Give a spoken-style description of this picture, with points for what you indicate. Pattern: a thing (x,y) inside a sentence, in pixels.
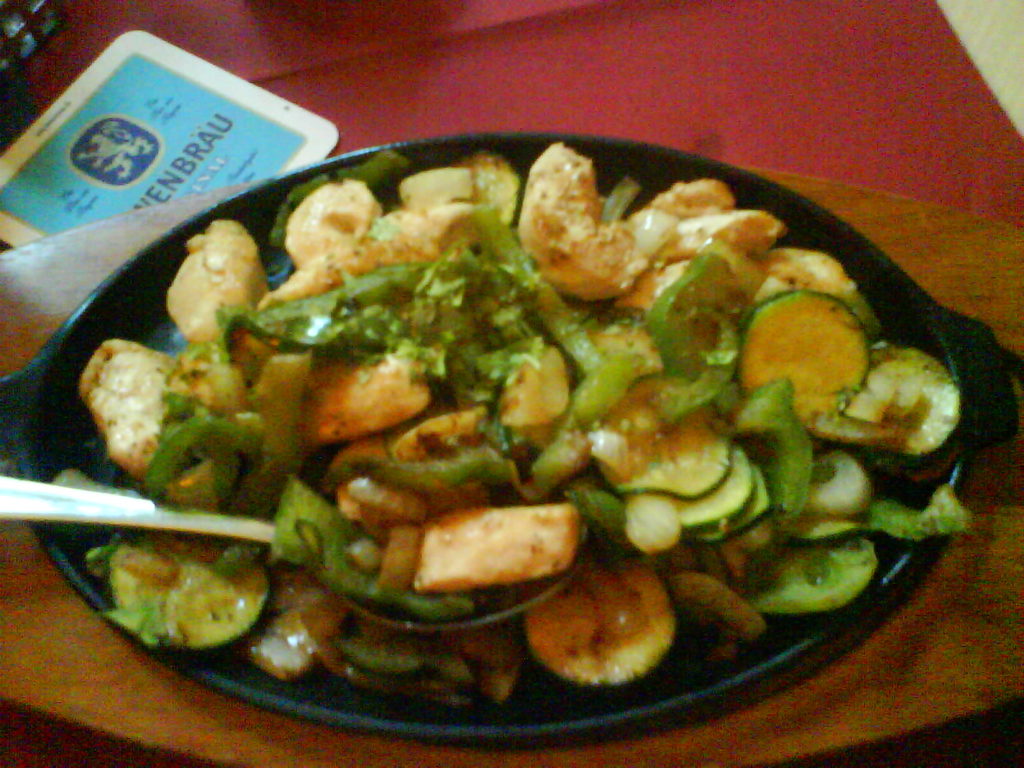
In this picture I can see the black color plate (711,691) on which there is food (444,214), which is of cream and green in color and I see a spoon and on the top left of this image (168,99) I see a white color thing (150,123) on which there is something written.
